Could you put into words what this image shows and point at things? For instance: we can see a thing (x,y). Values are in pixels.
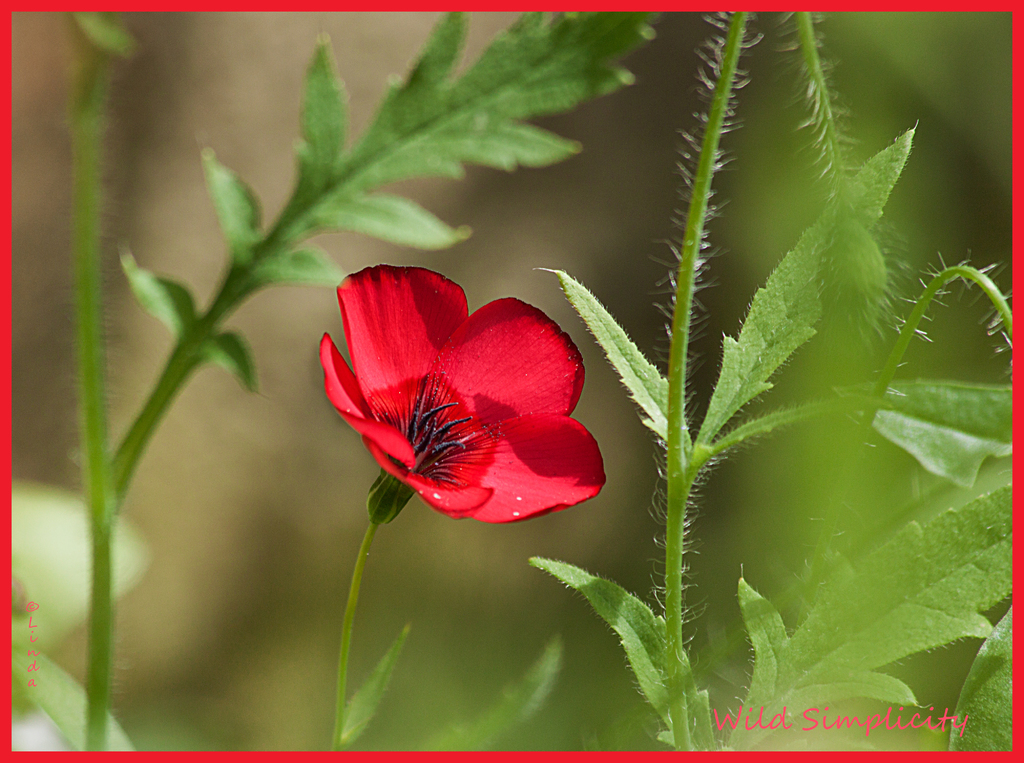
In this picture we can see a flower (386,281), leaves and in the background (423,695) it is blurry.
